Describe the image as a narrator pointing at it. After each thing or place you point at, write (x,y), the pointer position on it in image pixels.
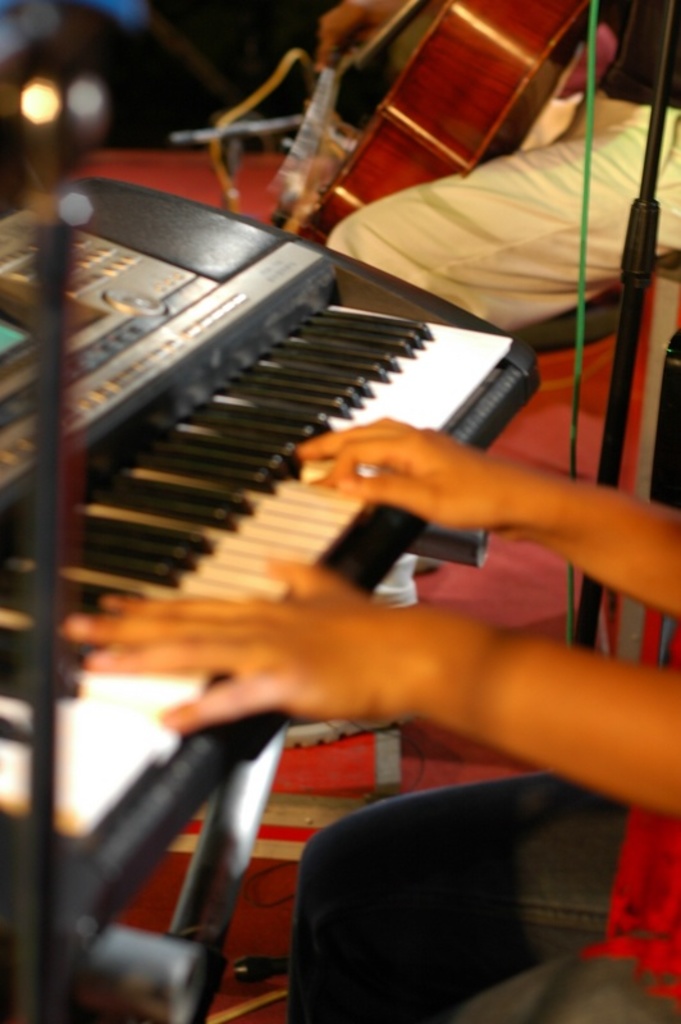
In this image i can see a human hand (473,513) playing piano (179,521), at the right side (466,197) i can see a person (464,190) holding guitar (402,88).
